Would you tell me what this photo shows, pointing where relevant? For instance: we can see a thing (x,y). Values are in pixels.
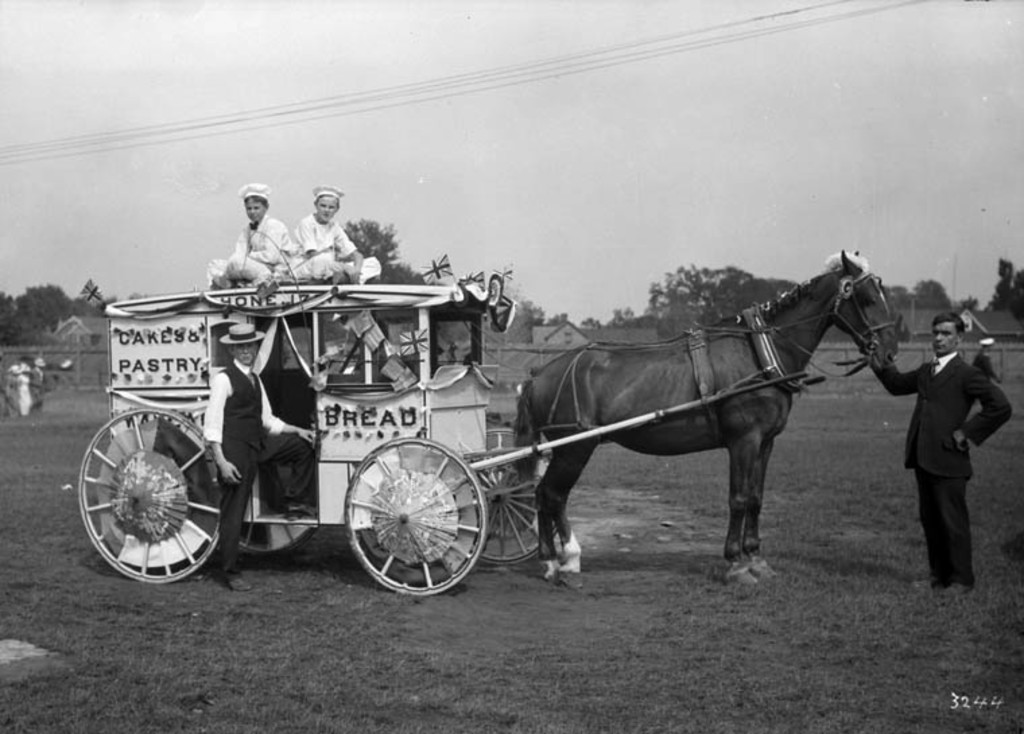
This is the picture of a horse-drawn wagon (320,336) in which there are some people (225,476) and a person (915,383) in front of the horse (897,340).
